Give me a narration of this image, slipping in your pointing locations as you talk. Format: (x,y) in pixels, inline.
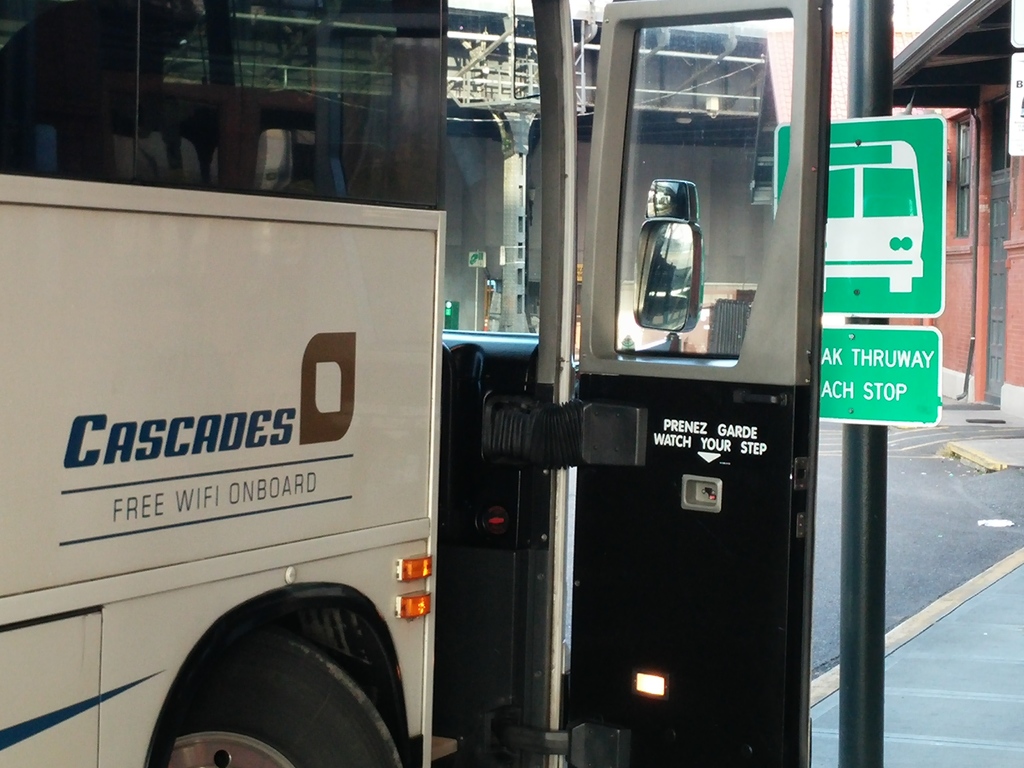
In this picture there is a bus (159,315) which is in white color and there is something written on it and the door (586,461) of the bus (442,432) is kept opened and there is a pole (871,488) which has a board (891,232) attached to it is beside the bus (241,459) and there is a building (928,52) in the right corner (946,98).
